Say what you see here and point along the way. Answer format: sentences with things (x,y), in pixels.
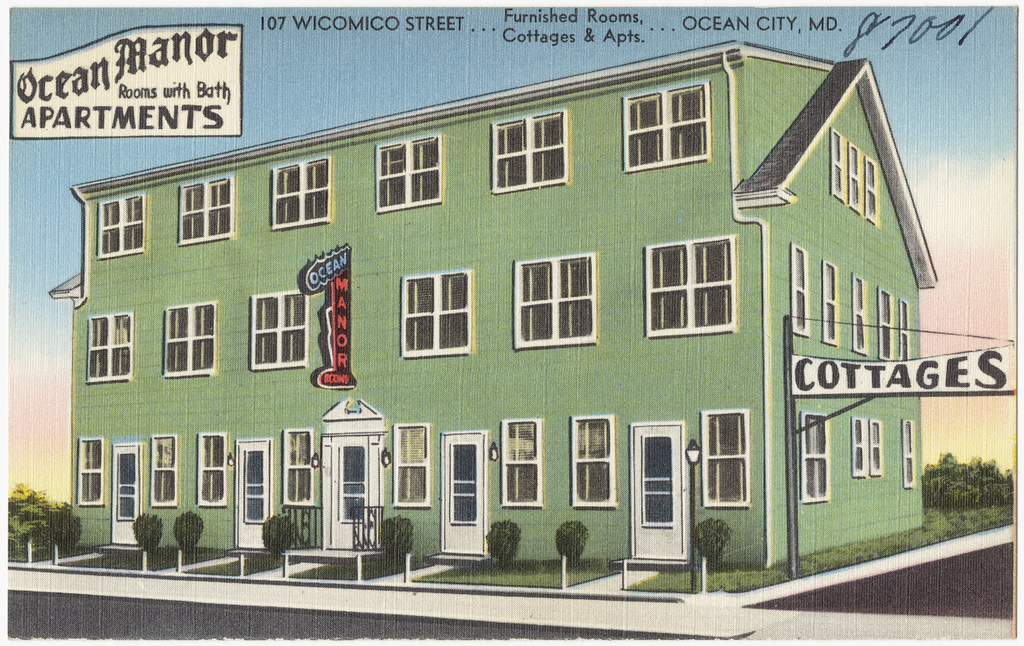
Here we can see an animated picture, in this picture we can see a building (545,328) in the middle (611,273), at the bottom (662,575) there is grass (664,588) and trees (962,500), we can see windows (423,346) of this building (288,214), on the right side (820,384) there is a sign (863,386), we can see some text (208,65) at the top of the picture (866,15), there is the sky (967,141) in the background (956,164).
